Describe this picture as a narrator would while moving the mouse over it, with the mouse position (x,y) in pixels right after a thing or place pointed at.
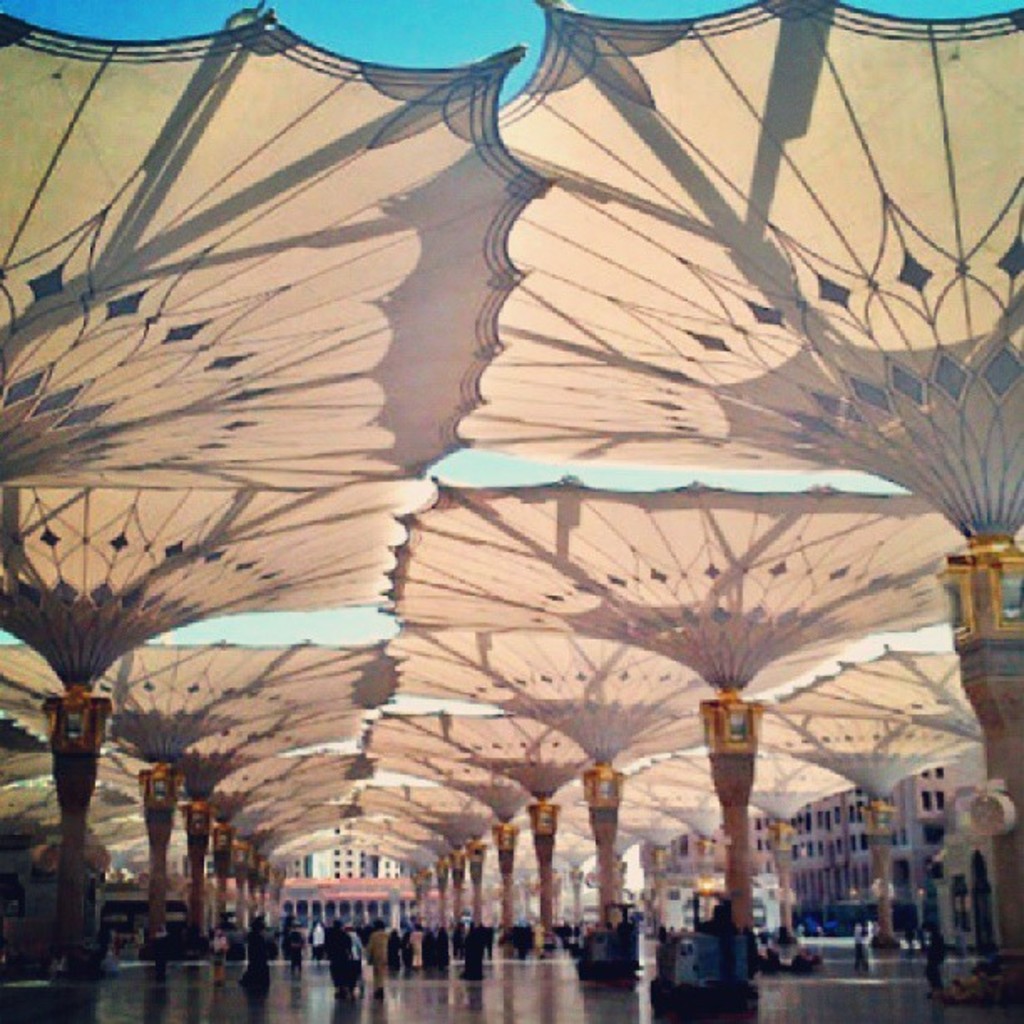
In this image we can see a group of people (390,952) are standing, there are the buildings (972,774), at above there is the sky (325,17).
